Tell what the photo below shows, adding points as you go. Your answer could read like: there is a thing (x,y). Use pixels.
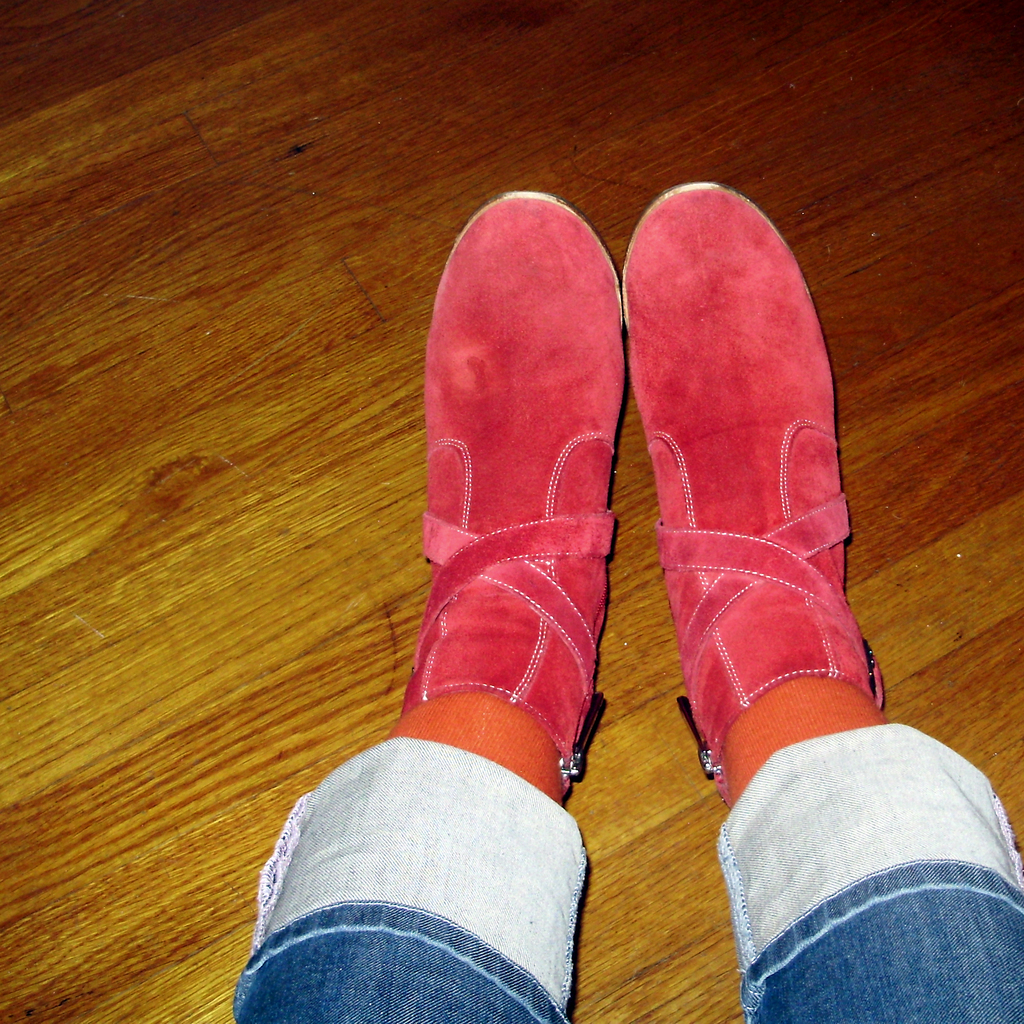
In this image there are legs (596,385) of a person (595,383) wearing footwear (600,437) on the floor (932,490).
